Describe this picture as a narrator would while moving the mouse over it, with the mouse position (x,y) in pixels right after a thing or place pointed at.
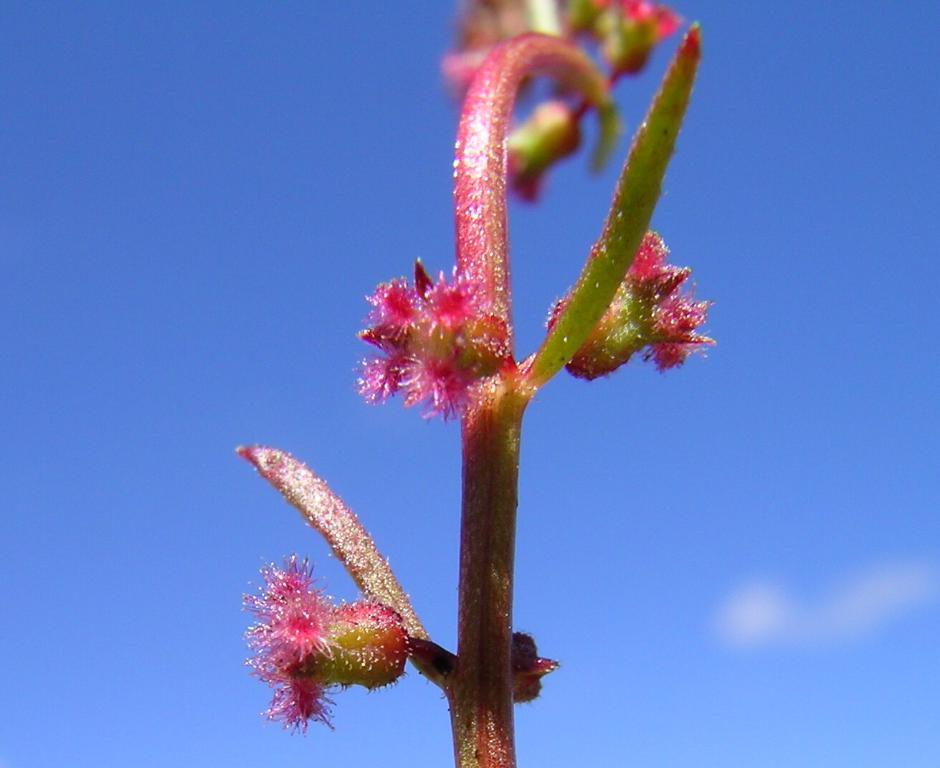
In this image there is a plant (505,387), in the background (516,331) there is a blue sky (884,320).
